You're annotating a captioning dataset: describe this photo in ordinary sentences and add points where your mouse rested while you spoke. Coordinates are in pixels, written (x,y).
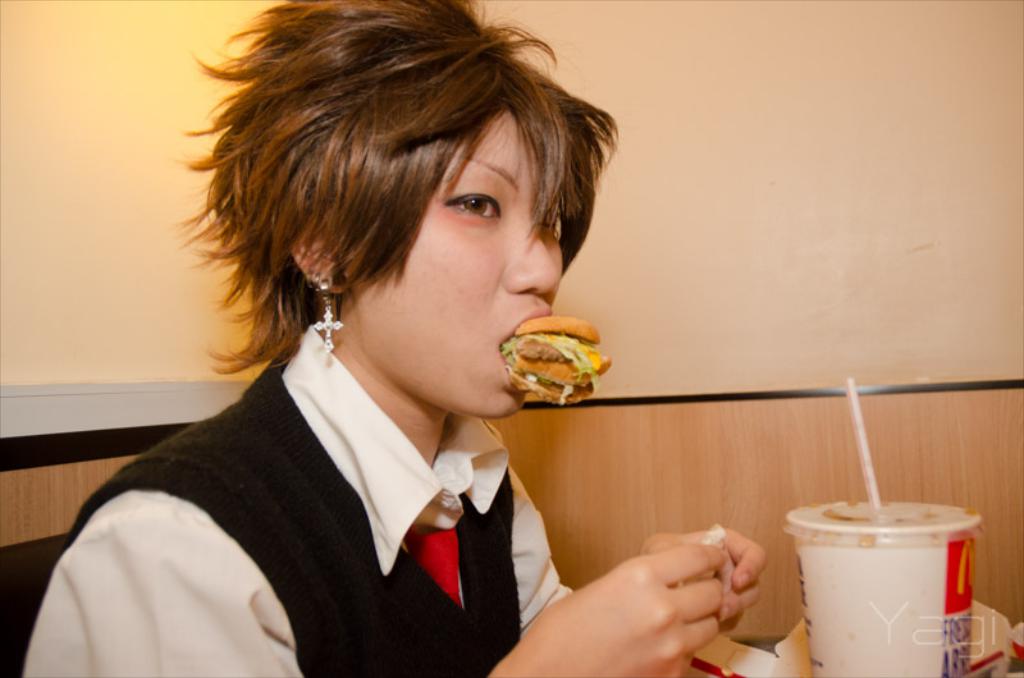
In this image I can see there woman (263,36) sitting and she is having food (519,359), there is a disposable cup (852,516) in front of her and there is a wall (848,492) in the backdrop (779,61) and there is a light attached to the wall (712,69).
